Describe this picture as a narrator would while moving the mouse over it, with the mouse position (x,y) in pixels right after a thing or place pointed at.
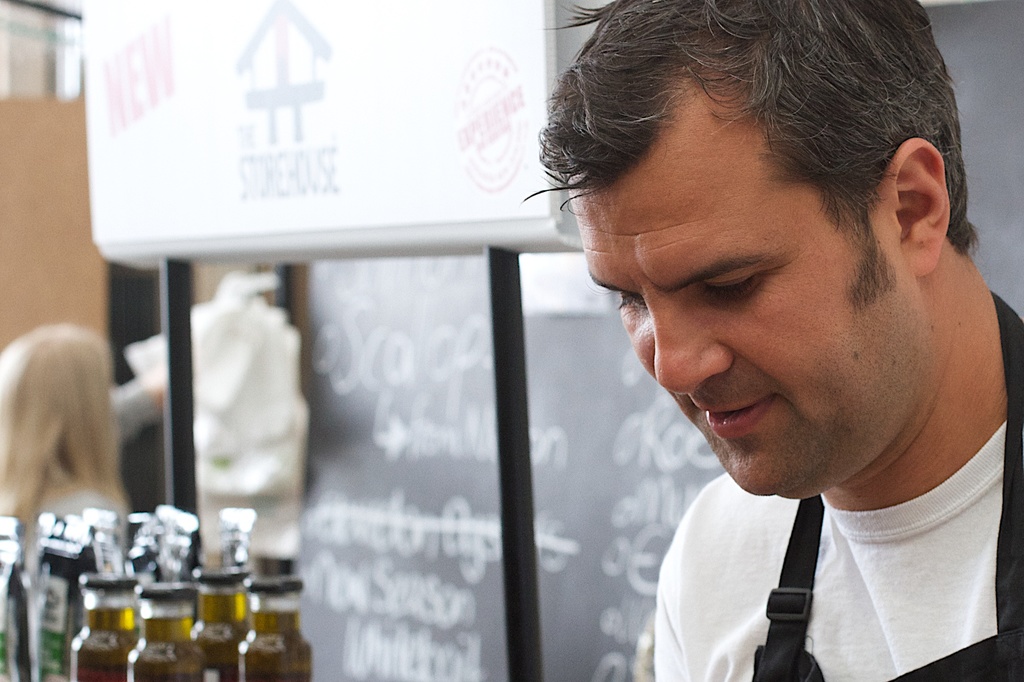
In the picture at the right corner (746,442) one man (753,418) is present in white shirt (714,563) and behind him there is a black board (597,548), at the left corner of the picture (70,555) there are bottles (99,543) and behind the bottles (70,524) there is one woman (118,410) standing and in the middle (452,242) there is one sign board (440,147).
